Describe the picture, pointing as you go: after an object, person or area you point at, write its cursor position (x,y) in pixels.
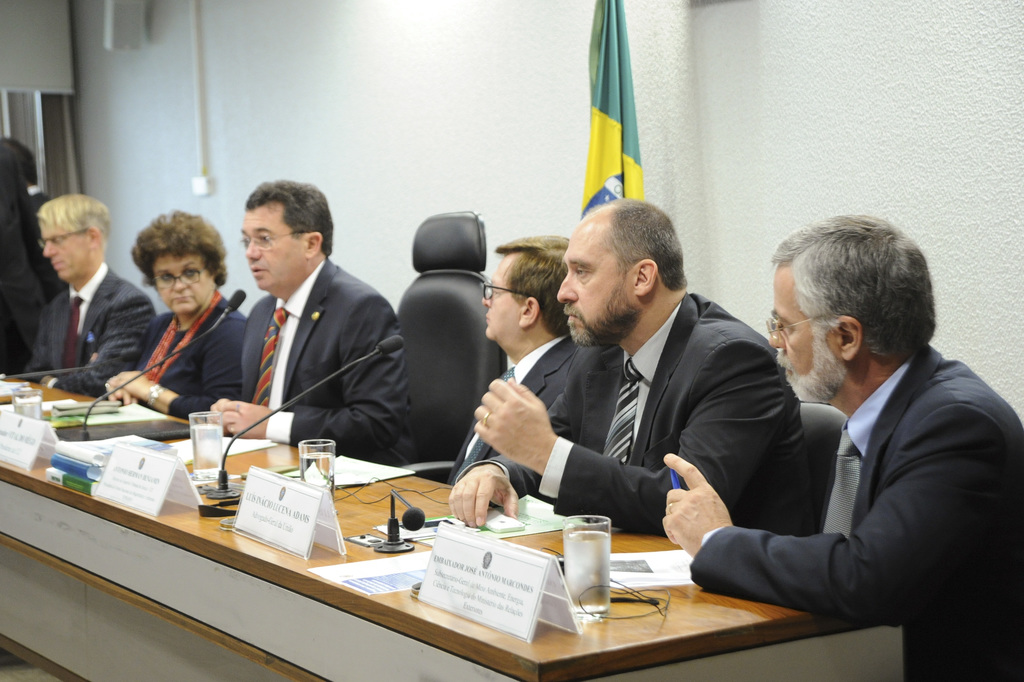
On the background (587,79) we can see a wall (652,85) and flag (623,150). Here we can see all the persons (779,382) sitting on chairs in front of a table (581,625) and on the table (436,500) we can see mikes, water glasses (586,564), boards (138,486).
